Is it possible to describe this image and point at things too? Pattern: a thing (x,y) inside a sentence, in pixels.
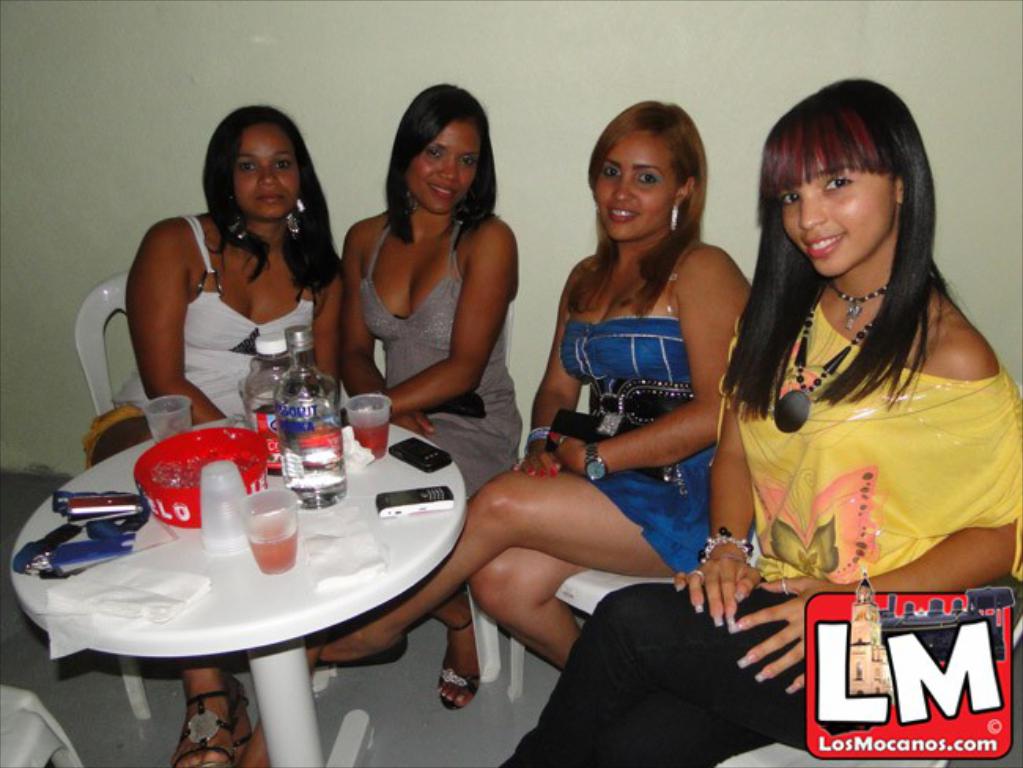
In this picture we can see four women (516,279) sitting on chairs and smiling and in front of them there is table (201,533) and on table (431,529) we can see glass (275,563), mobile (402,498), bottle (312,461), bowl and in background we can see wall (5,427).
